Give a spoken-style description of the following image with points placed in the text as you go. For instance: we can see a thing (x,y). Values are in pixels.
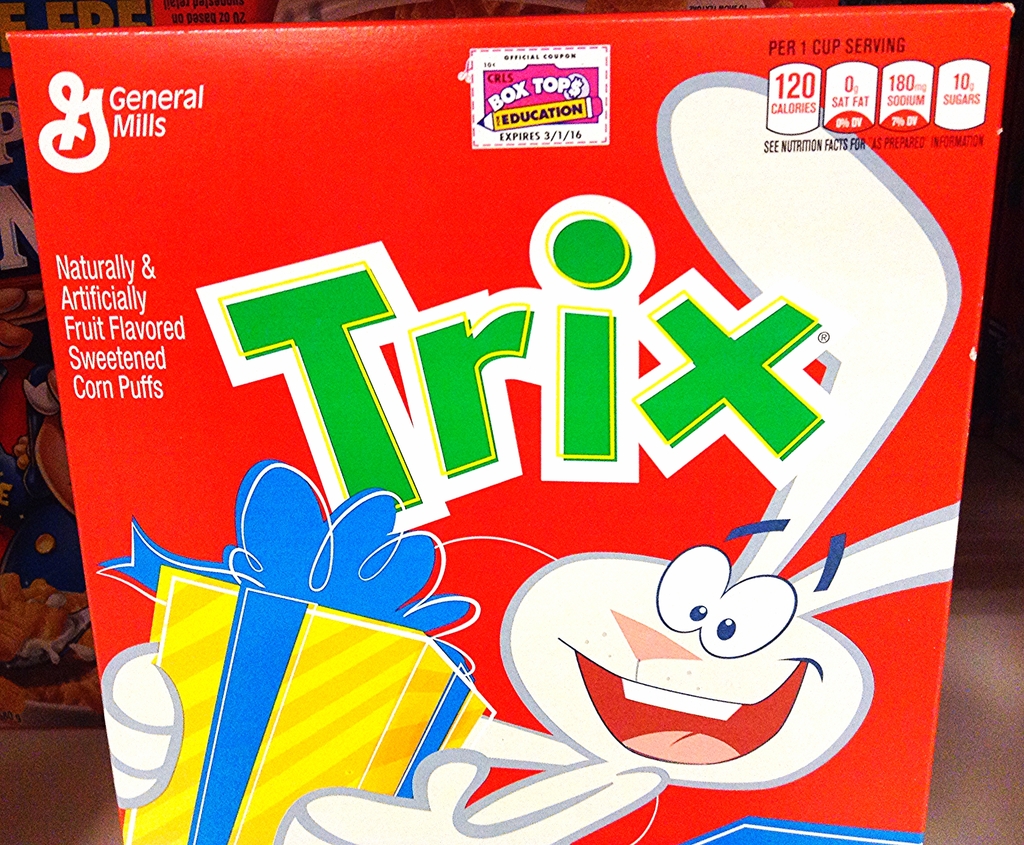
In this picture there is a cardboard box (365,345). On the box (716,626) there is a picture (734,691) of a cartoon (842,466) and there is a text (346,373).
